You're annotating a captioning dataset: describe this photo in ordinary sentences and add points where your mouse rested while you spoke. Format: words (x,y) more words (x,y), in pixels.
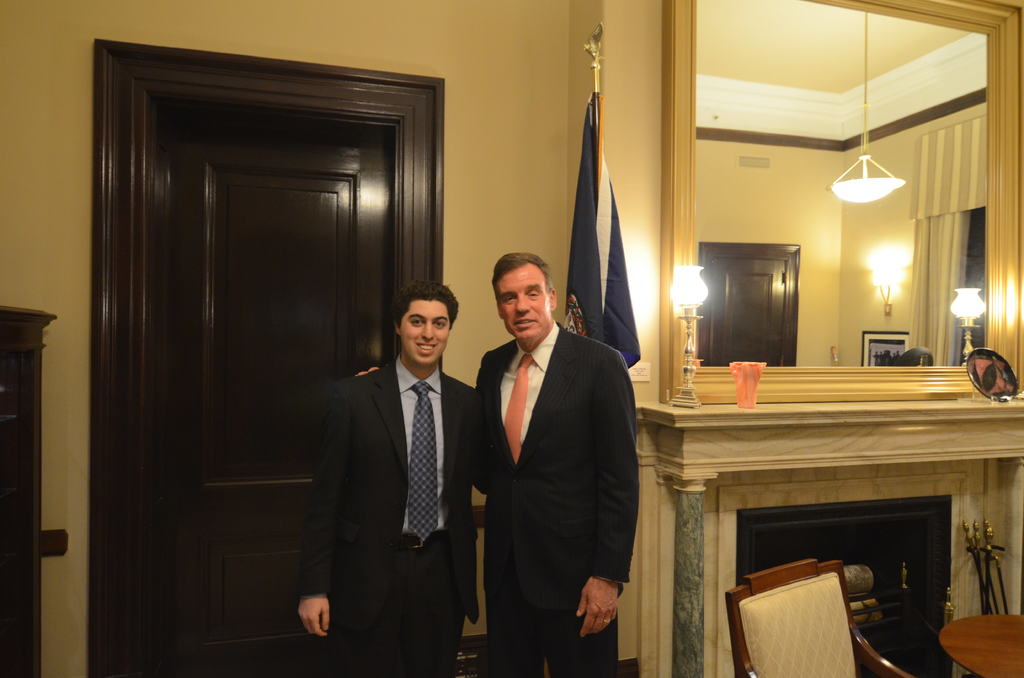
In this image there are 2 persons (566,351) standing near the door (198,260) and in the back ground (590,335) there are lamp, flag (628,332), mirror (885,257), curtain (949,271), frame (677,13), chair (818,648), table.
